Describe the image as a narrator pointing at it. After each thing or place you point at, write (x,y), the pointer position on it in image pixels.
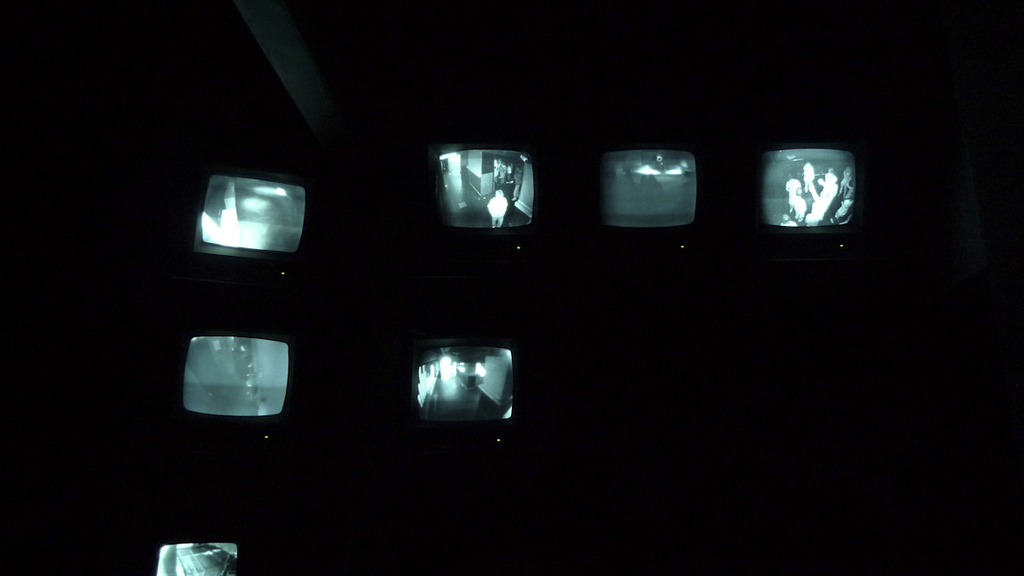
In this image, we can see television screens (205,373). Here we can see dark view throughout the image. On few screens (832,187), we can see few people (821,217).
